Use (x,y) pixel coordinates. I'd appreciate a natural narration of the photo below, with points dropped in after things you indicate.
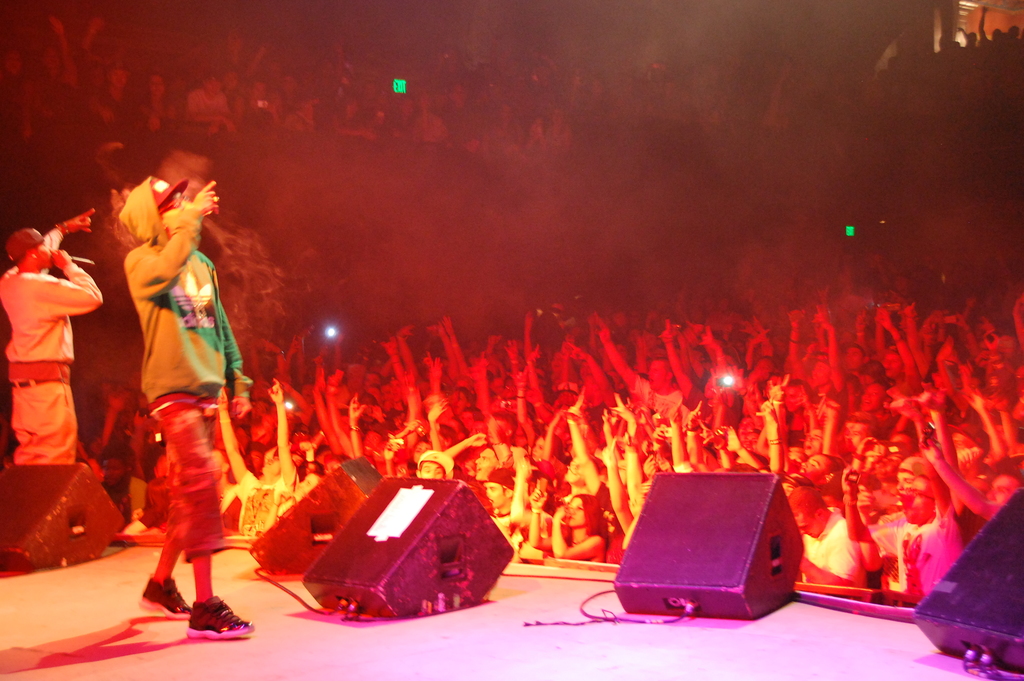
In this image we can see two persons (170,384) wearing the caps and are standing on the stage (110,611) and singing. In the background (551,328), we can see many people (512,340). We can also see the lights (329,333). Image also consists of some black color boxes (355,494) placed on the stage (691,641).
